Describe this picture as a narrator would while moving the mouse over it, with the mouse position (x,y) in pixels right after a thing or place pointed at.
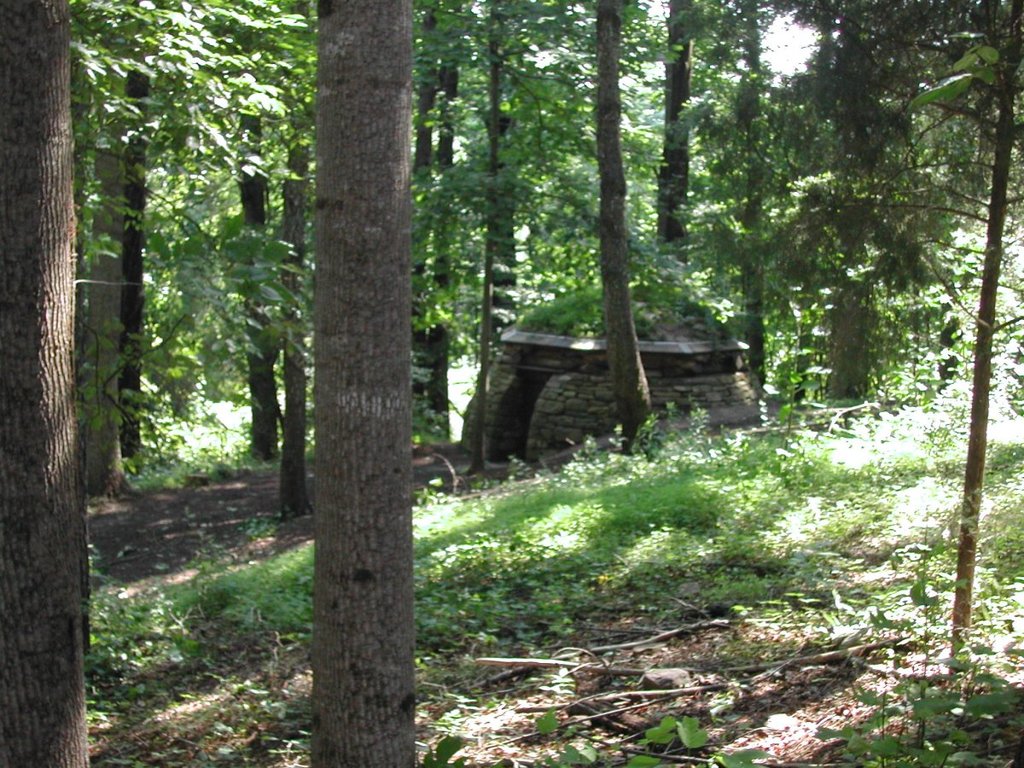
In this image we can see trees (638,381), rocks (605,421) and plants (592,440).
